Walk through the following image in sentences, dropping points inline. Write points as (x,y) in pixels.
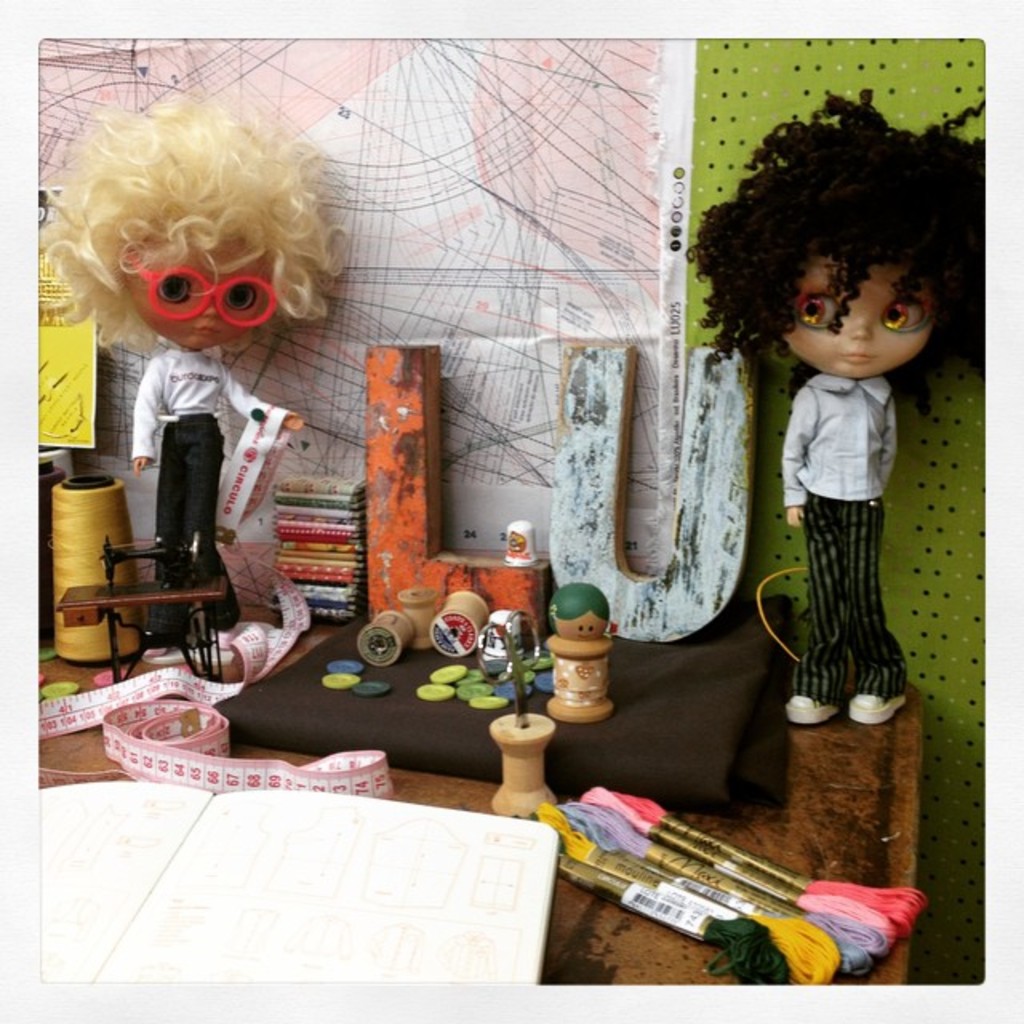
In this image I can see few buttons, tape (156,720), thread rolls (96,646), book (198,804), sewing machine (195,625), dolls (173,270) and few objects (526,791) on the brown and black color table (873,802). Background (614,254) is in green, white and peach color.
